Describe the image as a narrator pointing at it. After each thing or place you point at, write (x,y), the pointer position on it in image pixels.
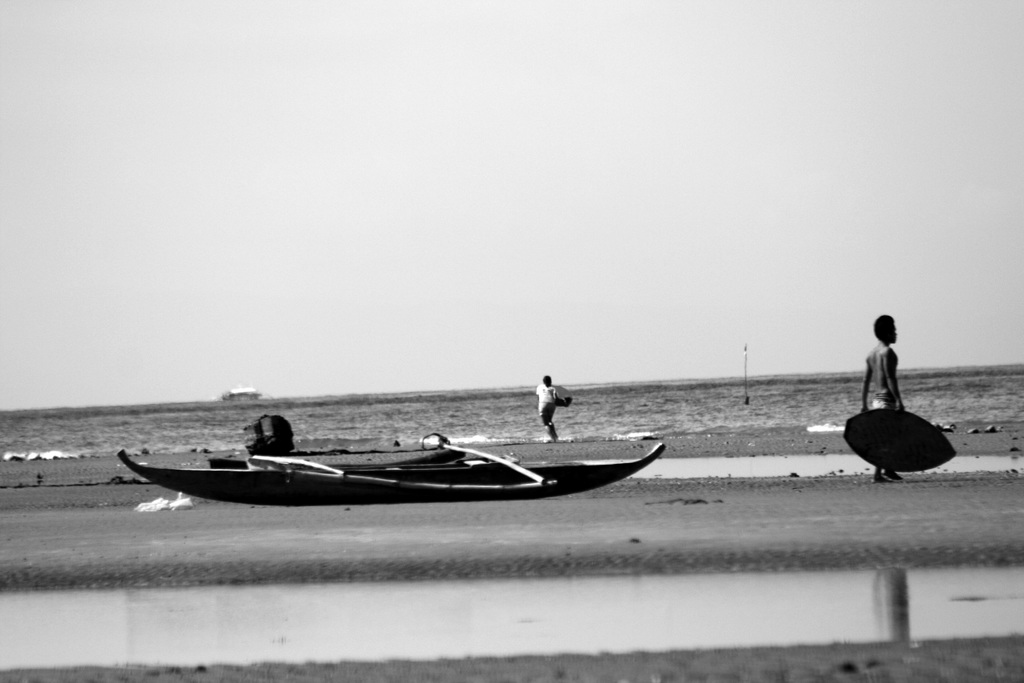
In this image at the bottom (587,598) there is water (544,591) and sand (360,568), and there is a ship (412,476) and some people (544,398) are standing and they are holding some things (906,466). And in the background (114,435) there is sand (994,484) and some water (135,422) and it seems that there is a ship (255,394) and pole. At the top (455,98) the sky (612,136) is cloudy.
